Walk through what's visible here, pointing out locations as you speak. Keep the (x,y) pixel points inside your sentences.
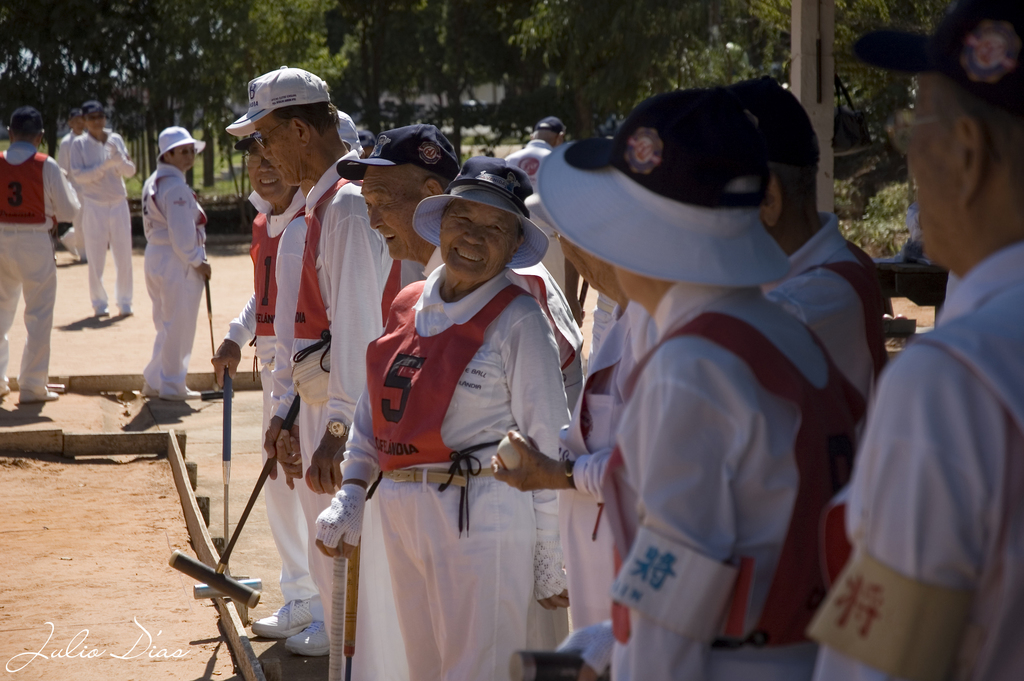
In this image we can see many people (562,465). Some (728,520) are wearing caps (706,220). Some (367,171) are holding something in the hand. In the background (466,63) there are trees (650,57). Also there is text (95,654) in the left bottom corner (98,657).
